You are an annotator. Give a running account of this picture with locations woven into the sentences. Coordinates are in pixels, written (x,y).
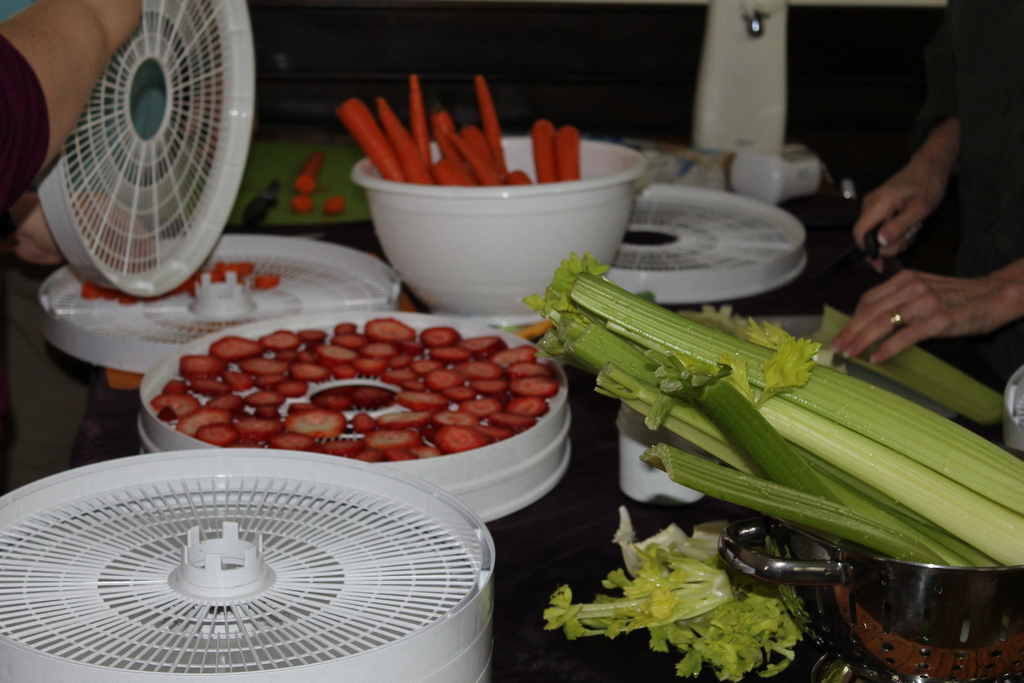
Here in this picture we can see a table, on which we can see vegetables (755,442) present and we can see the person (921,336) on the right side (983,158) is cutting vegetables (833,392) present in the front (722,477) on the table (734,511) and we can also see carrots (476,176) present in a bowl (496,212) and we can see some other fruits (390,359) present in the boxes (219,453).
